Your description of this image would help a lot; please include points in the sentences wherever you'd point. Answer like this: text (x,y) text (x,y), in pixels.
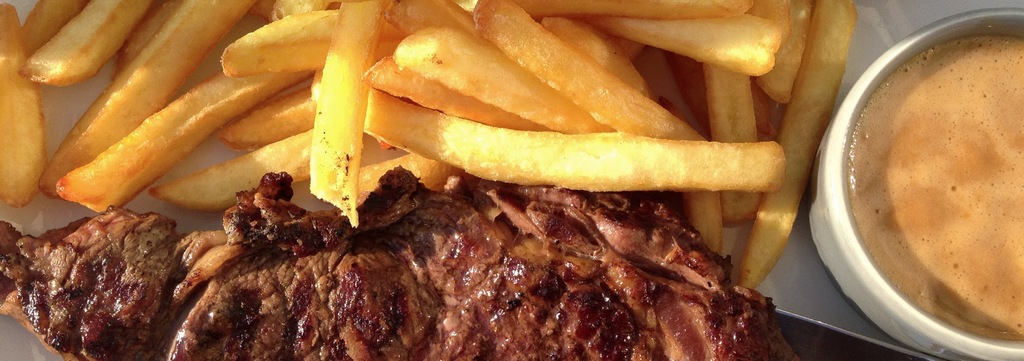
In this image on the right side (881,219), I can see a cup (842,256). I can also see some food item (440,183) on the plate (788,277).
